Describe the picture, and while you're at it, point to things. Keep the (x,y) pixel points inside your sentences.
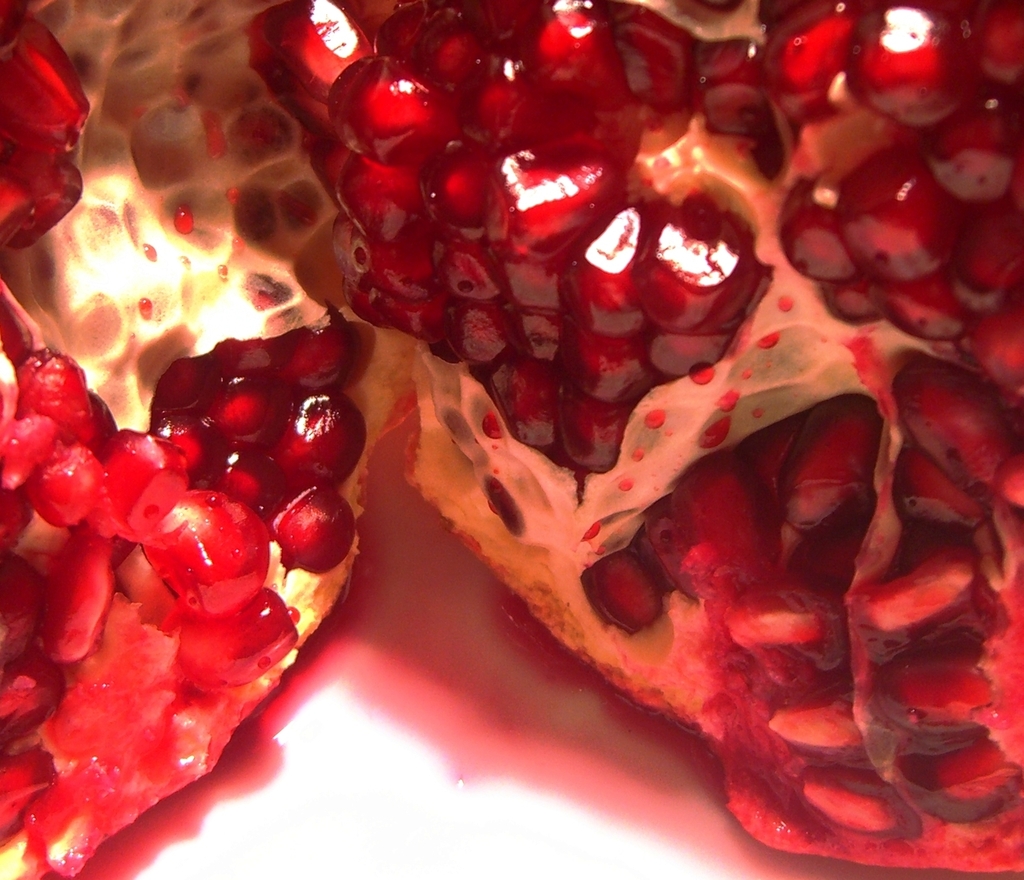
There are many pomegranate seeds (328,412) which are in red color.
